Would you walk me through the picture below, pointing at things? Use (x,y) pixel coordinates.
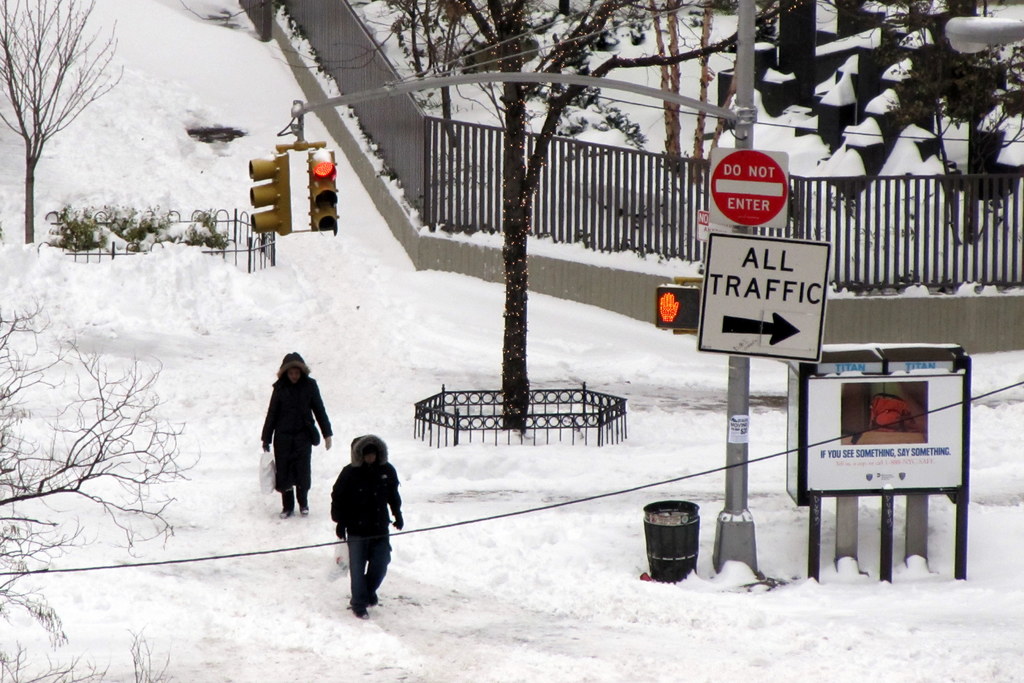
This image is taken outdoors. At the bottom of the image (504,624) there is a ground (532,625) and it is totally covered with snow (411,312). In the background (931,77) there are a few trees (935,98) and there is a metal fence (596,206) covered with snow (577,108). There is a signal light (258,216). There are a few plants (121,220). In the middle of the image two persons (286,426) are walking in the snow (341,467). There is a fence (530,397). There are a few signboards (748,261) and there is a board (868,436) with a text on it and there is a dustbin (669,567). There is a pole (747,64) with a street light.
